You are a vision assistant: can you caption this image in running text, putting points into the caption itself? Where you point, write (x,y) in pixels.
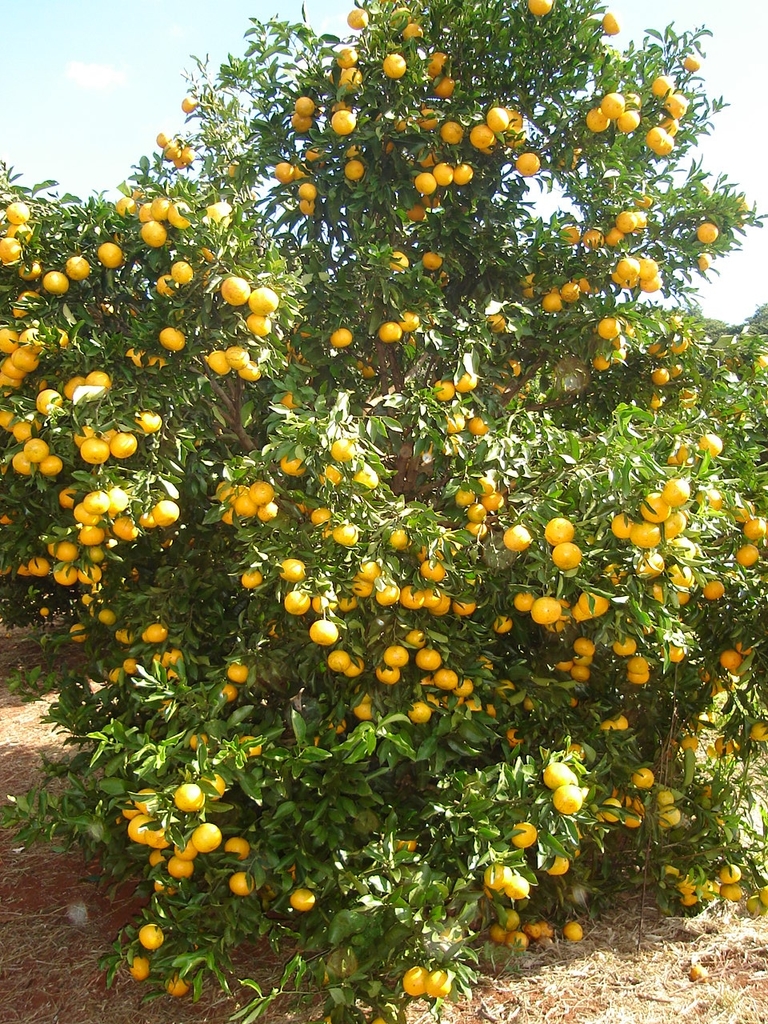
In this image we can see a tree (284,428) with fruits (649,536). In the background of the image (19,4) there is the sky (73,92). At the bottom of the image (737,935) there is the grass (626,975) and ground (656,970).
